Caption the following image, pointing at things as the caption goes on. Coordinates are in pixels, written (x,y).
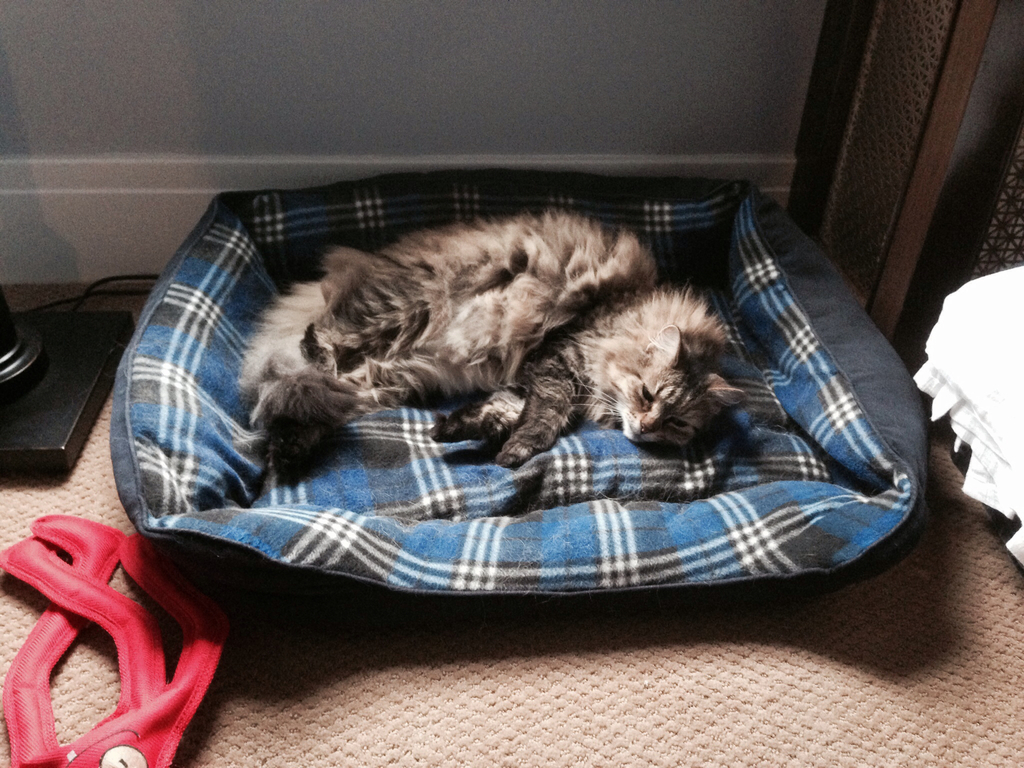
In this image I can see the animal bed (551,506) and a cat (529,400) lying on the bed (488,543). I can see few objects (115,641) which are red and black in color on the floor (91,631). In the background (219,109) I can see the wall (422,59).
